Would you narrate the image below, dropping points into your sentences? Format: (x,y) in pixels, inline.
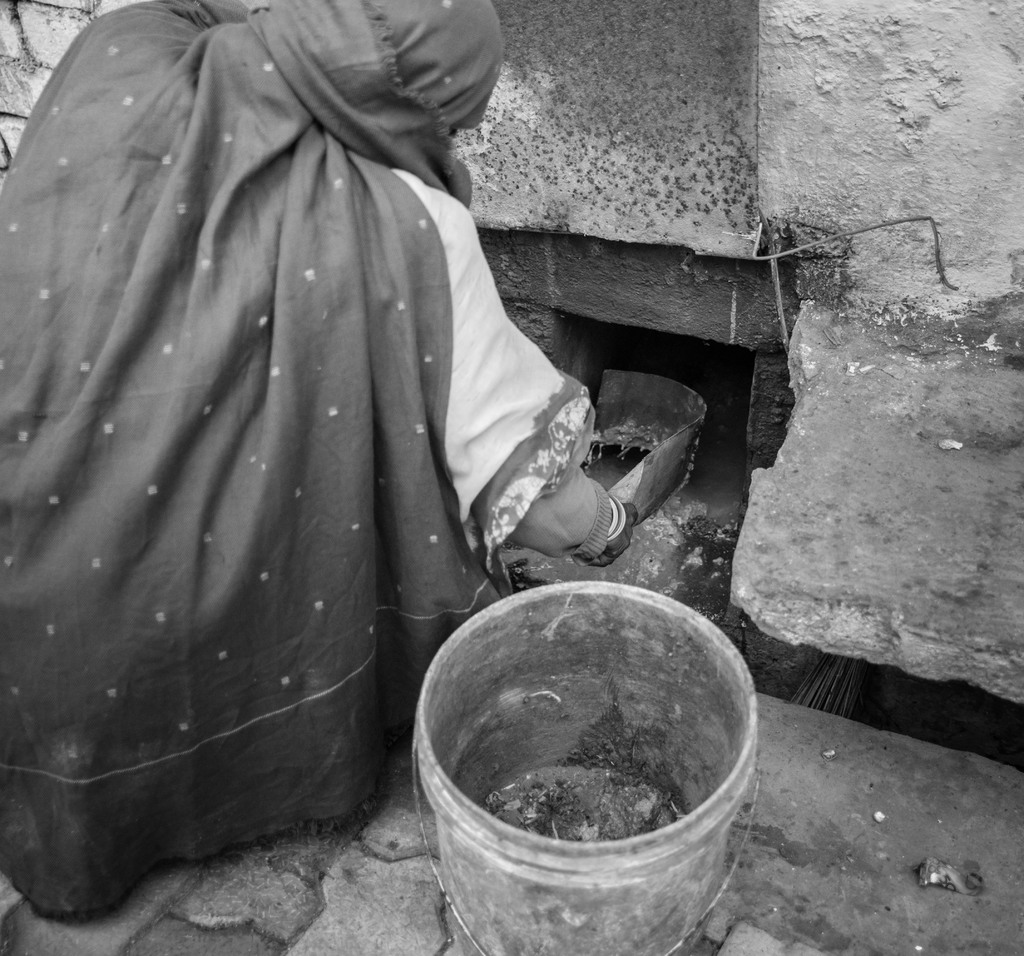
In this image I can see a person (418,441) holding something. In front (700,744) I can see a bucket (700,724) and wall (902,80). The image is in black and white.
